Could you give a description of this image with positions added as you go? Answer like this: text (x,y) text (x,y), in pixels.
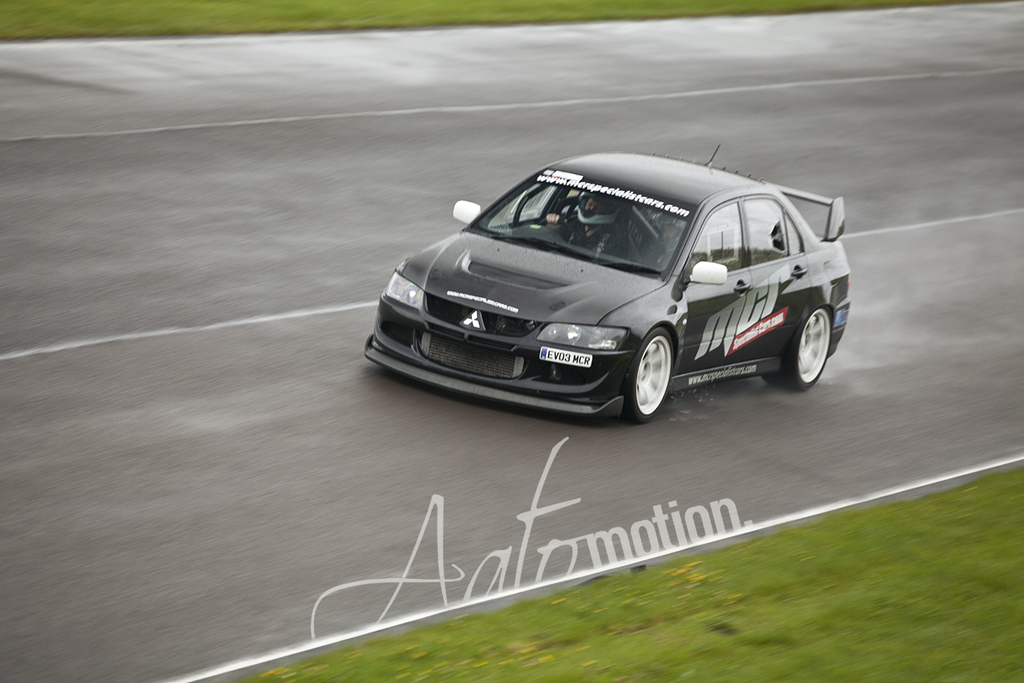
In this image there is a car (703,314), there is a person (600,208) driving a car (618,263), there is a road (354,267), there is text (717,523) on the image, there is the grass (331,16) truncated towards the top of the image (193,13), there is the grass (748,649) truncated towards the bottom of the image (787,648).
